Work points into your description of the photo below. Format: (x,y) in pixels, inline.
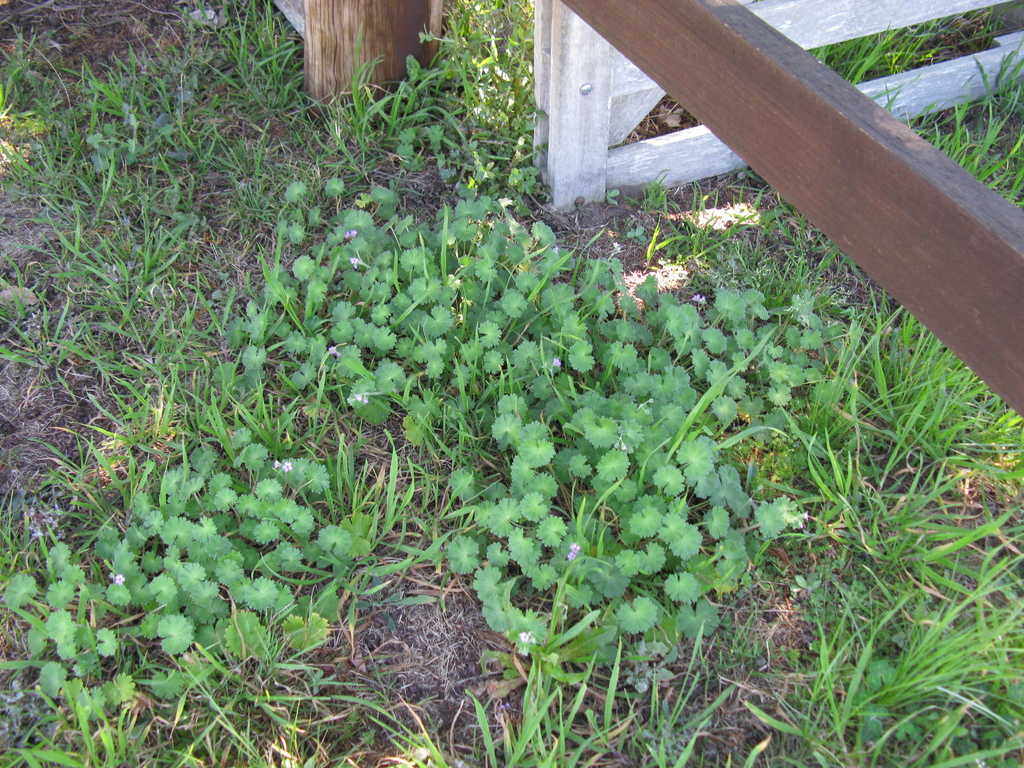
In this image there are plants (647,532) on the ground (112,425), there is grass (952,691), there are wooden objects (329,45) towards the top of the image (599,9), there is a wooden object (979,251) towards the right of the image (988,289).
